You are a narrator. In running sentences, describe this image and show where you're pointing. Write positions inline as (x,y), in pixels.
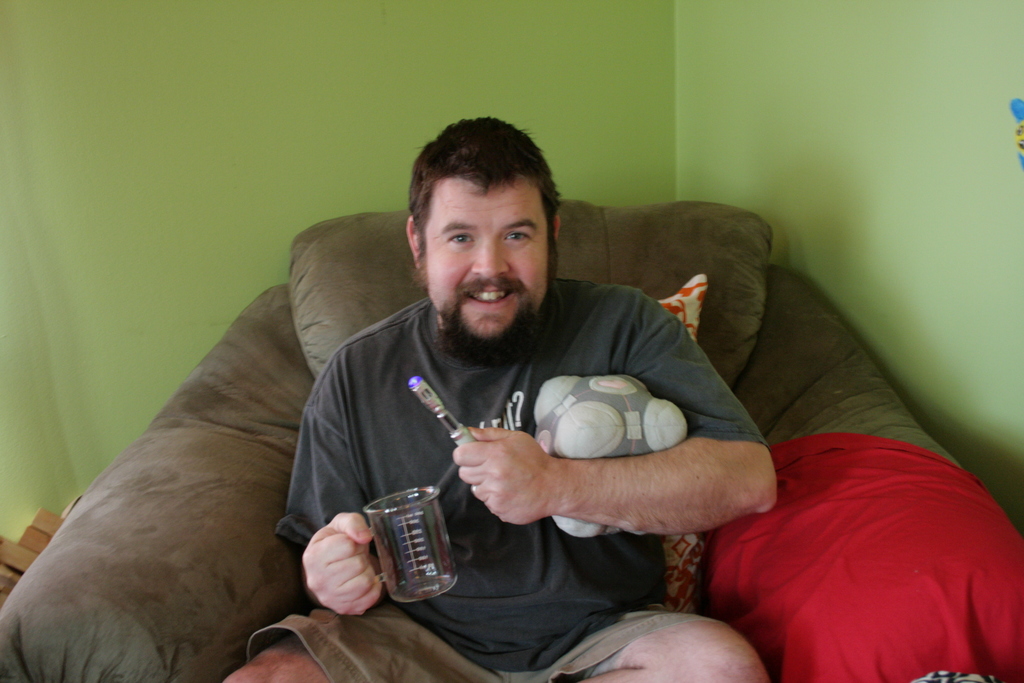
In the image there is a man (518,393) sitting on a recliner (298,256) and holding a glass (385,553), behind him there is wall (590,119).
